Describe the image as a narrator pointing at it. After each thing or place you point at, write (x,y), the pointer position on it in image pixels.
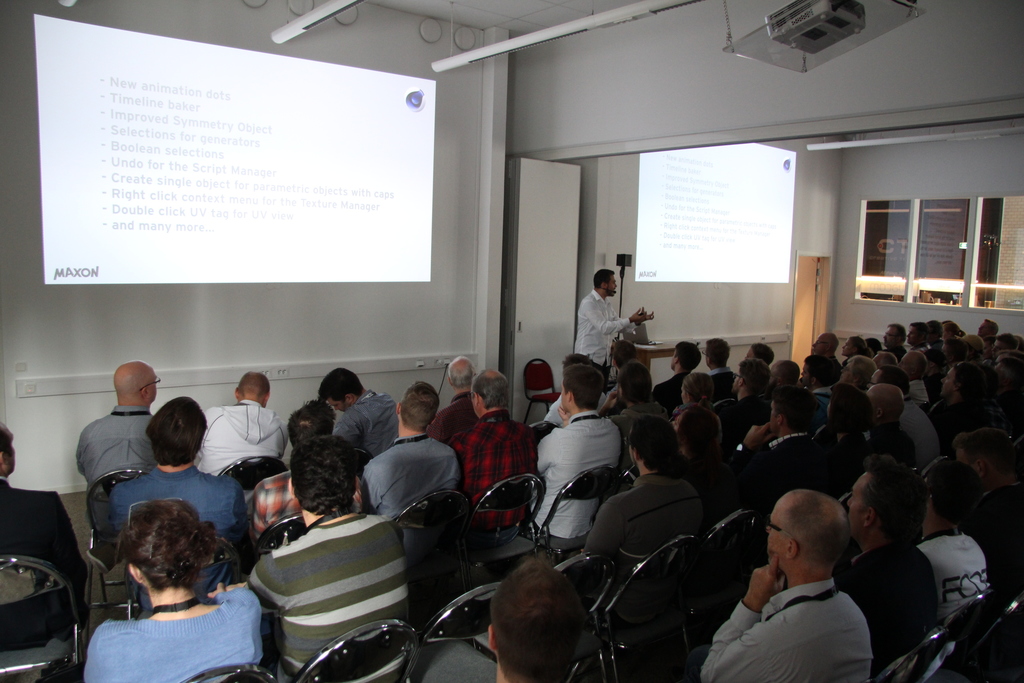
There is a wall (101,286) in the image. There are people (825,360) sitting in chairs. There is a window (907,298).
